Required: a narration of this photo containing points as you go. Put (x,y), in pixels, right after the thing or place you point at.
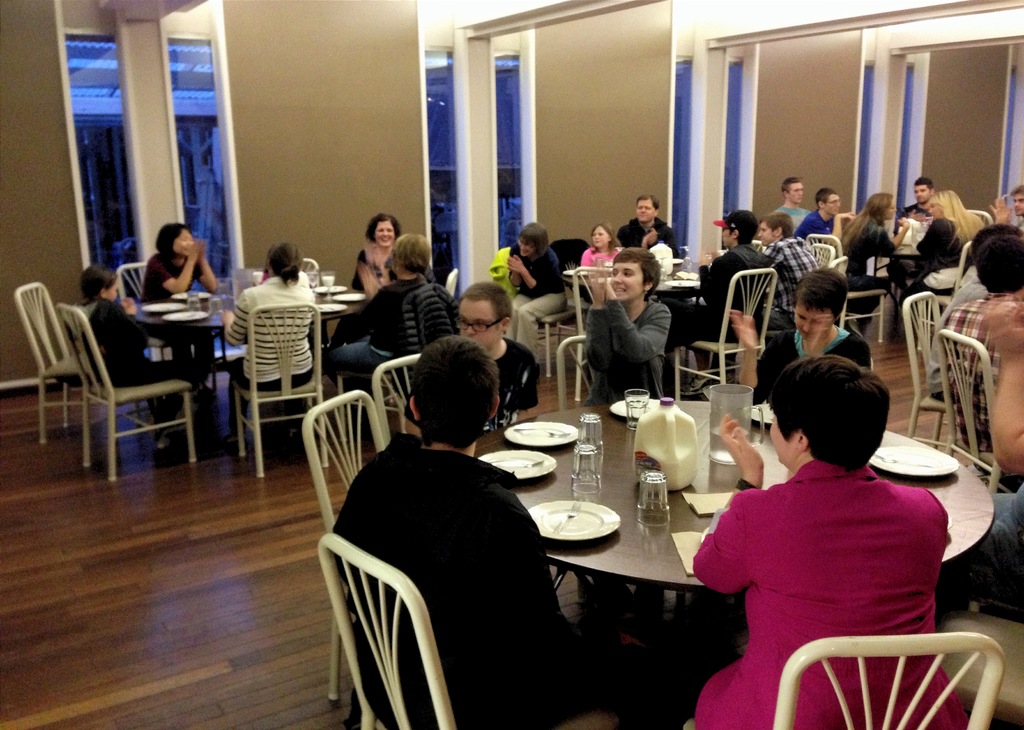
In this image I can see few tables (629,431) and number of people (639,285) are sitting on chairs (927,673). On these tables (604,429) I can see number of plates (560,519), glasses (645,475) and few bottles (658,437).
